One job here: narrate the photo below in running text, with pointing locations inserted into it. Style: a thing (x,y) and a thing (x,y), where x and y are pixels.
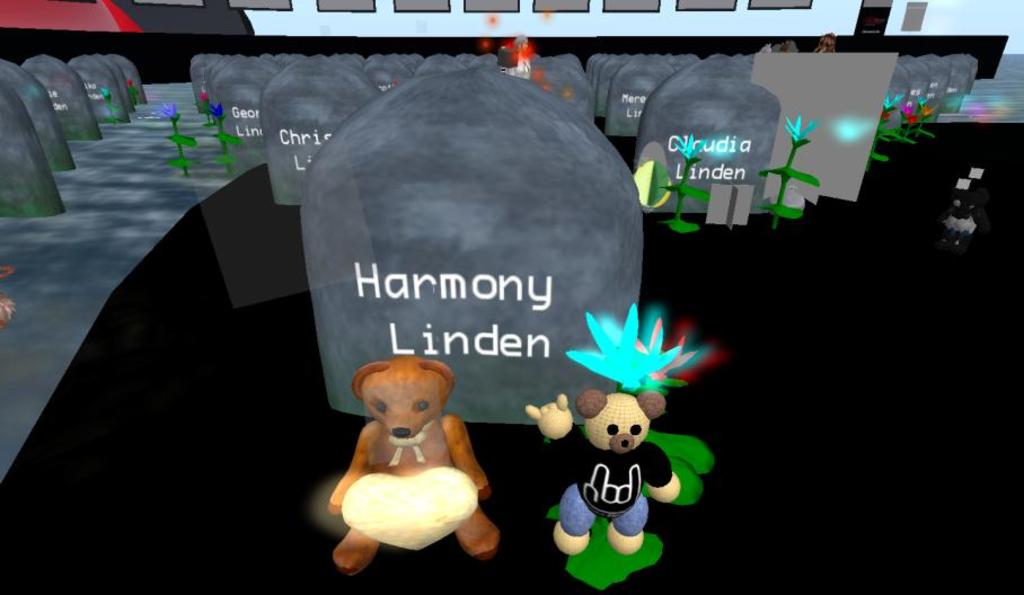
This is an animated picture. Here we can see cartoons (477,481), stone plates (427,236), plants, and flowers (814,127).
